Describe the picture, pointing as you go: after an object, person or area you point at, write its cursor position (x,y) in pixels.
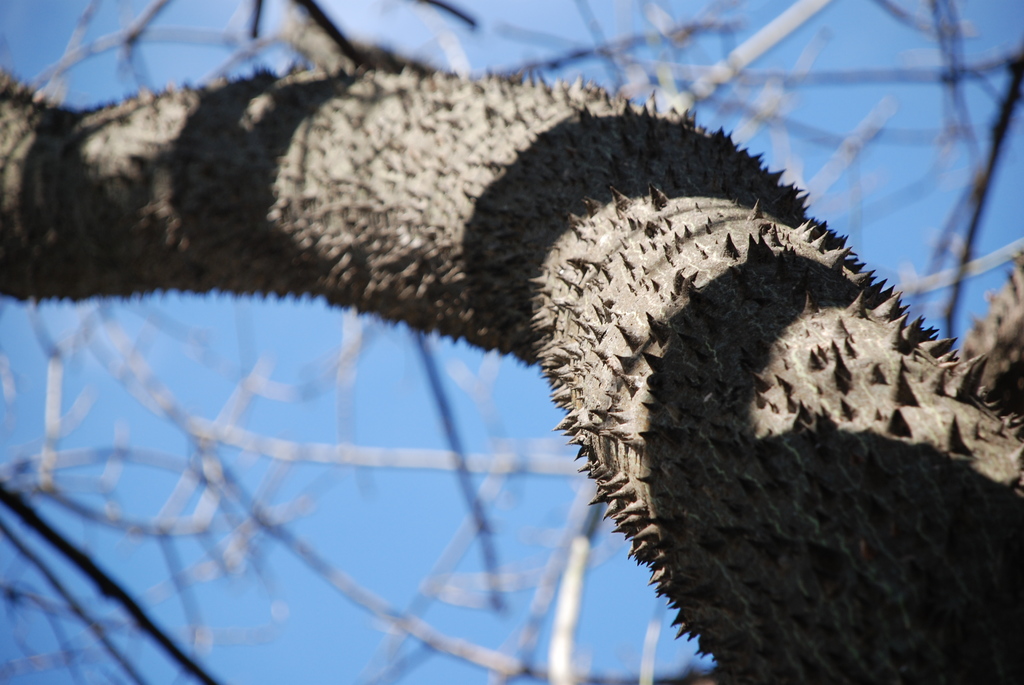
This image consists of a tree (432,304). At the top (539,45), there is sky (400,436) in blue color.
